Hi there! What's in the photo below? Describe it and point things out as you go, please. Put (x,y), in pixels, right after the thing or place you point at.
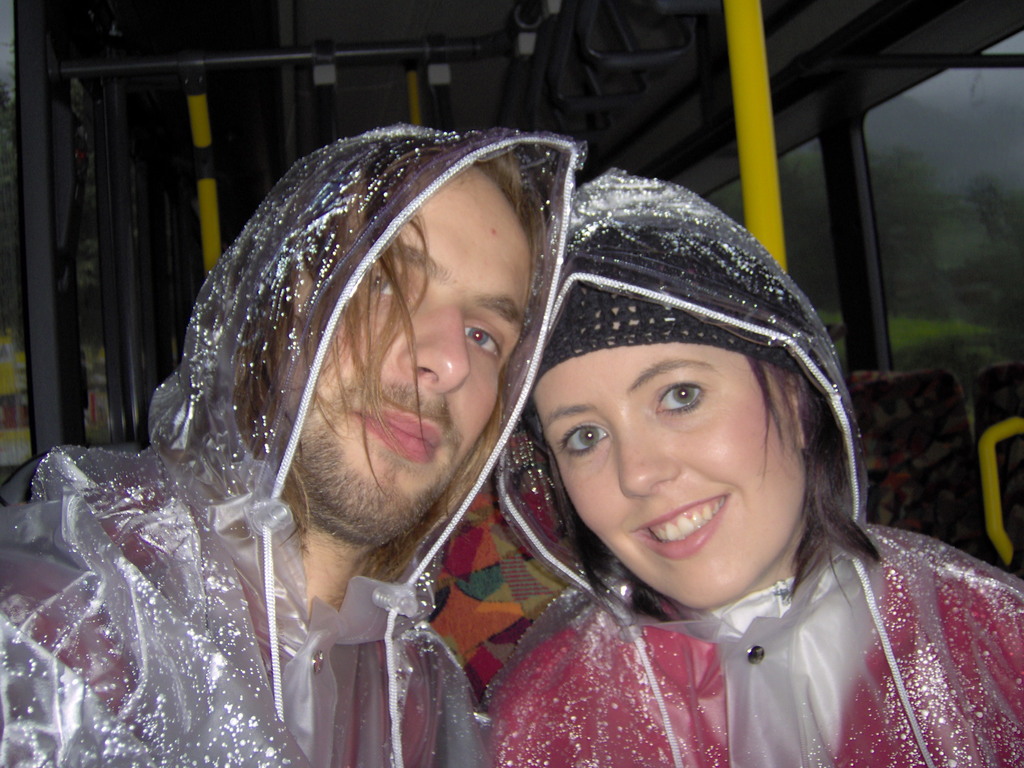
In the foreground of this image (321,657), there is a man (384,514) and a woman (656,563) sitting and wearing raincoats (419,667). In the background (739,107), there are few rods (747,95), glass windows (972,232) and few holders (579,83).
